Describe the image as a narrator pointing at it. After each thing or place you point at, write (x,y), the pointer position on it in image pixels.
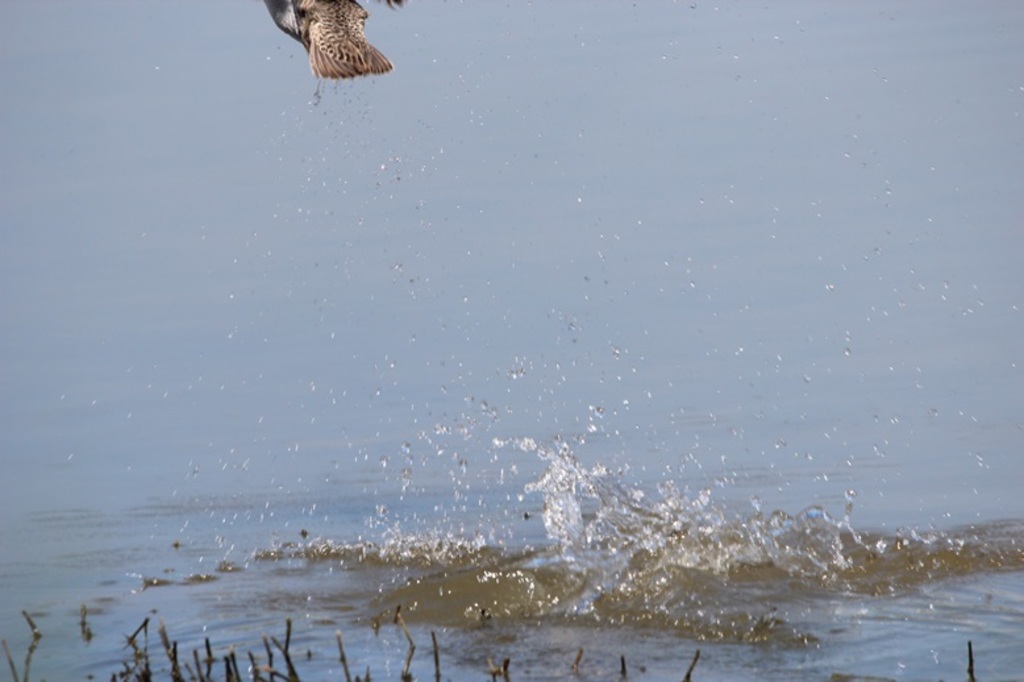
In this picture, we can see a bird (310,22) in air, water (430,409), and some objects (200,666) in the bottom side of the picture (397,663).
